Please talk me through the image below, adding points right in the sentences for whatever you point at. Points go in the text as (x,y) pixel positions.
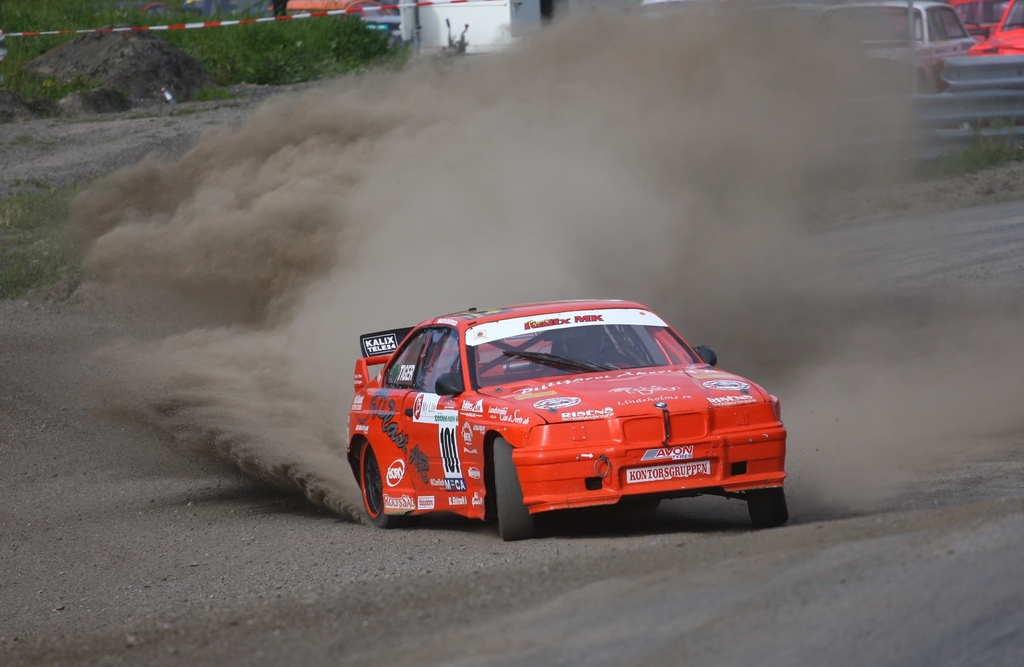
In the picture I can see dust (401,172) is coming out from the vehicle (631,470). In the background (972,28) there are vehicles (939,54), rock (67,46) and grass (282,59).
